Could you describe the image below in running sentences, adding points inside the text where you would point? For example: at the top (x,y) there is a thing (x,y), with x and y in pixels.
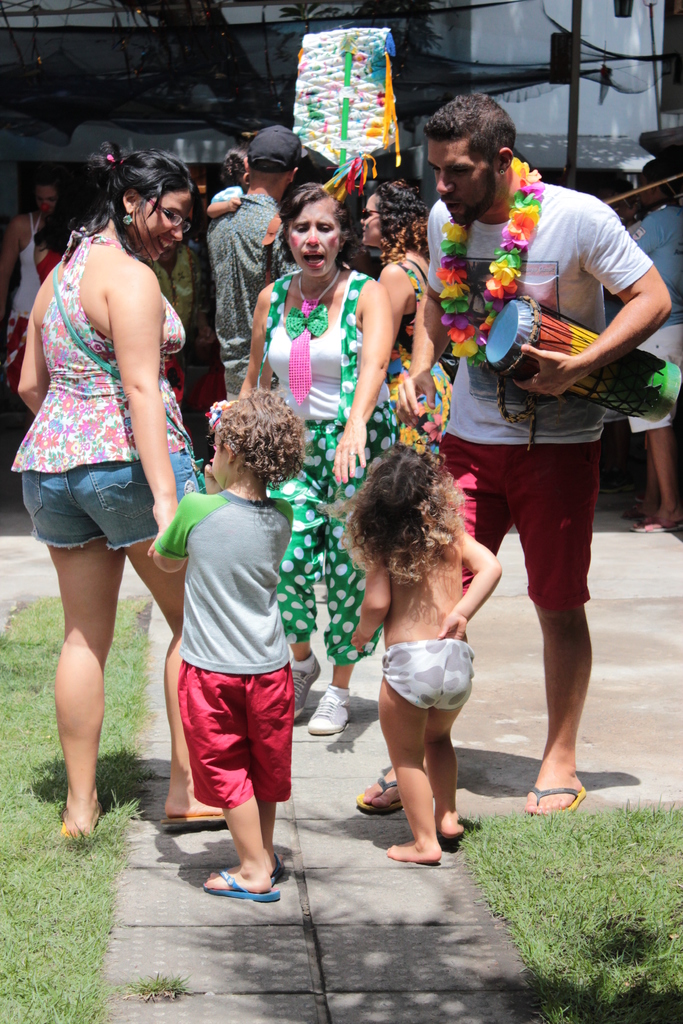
In the foreground of the picture (297,587) there are kids (437,608), women (257,330), man (550,352) holding a tabla (539,334), grass (543,849) and pavement (315,778). In the background (257,171) there are people (280,152), trees (426,21), net (283,70) and a building (630,40). It is sunny.
